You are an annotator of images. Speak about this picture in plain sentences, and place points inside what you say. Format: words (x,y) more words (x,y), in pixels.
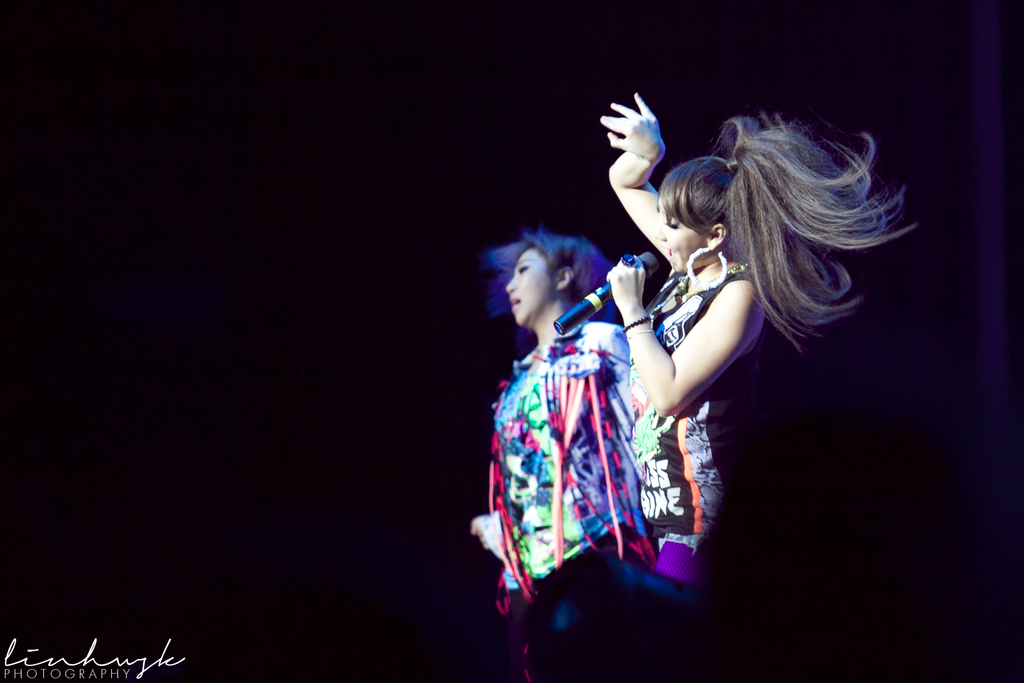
In this image i can see 2 women (659,454) in colorful dresses (592,451) standing, the woman (670,443) in the front (670,425) is holding a microphone (650,260) in her hand (642,306), and i can see the dark background (251,175).
